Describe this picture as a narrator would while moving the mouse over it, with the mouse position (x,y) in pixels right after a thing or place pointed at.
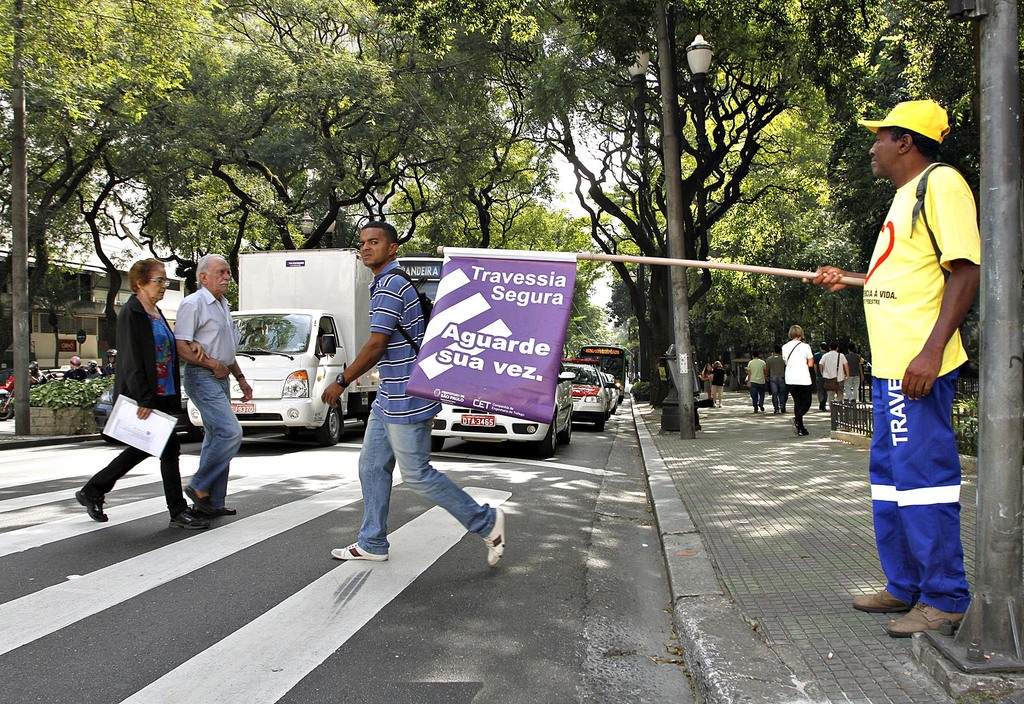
In this picture, we can see a few people (750,364), and among them a few (866,293) are holding some objects (471,331) like bags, pole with poster (489,379), and we can see road (486,486), a few vehicles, fencing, ground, grass (969,427), trees (185,129), poles (983,441), lights (701,85), and the sky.
